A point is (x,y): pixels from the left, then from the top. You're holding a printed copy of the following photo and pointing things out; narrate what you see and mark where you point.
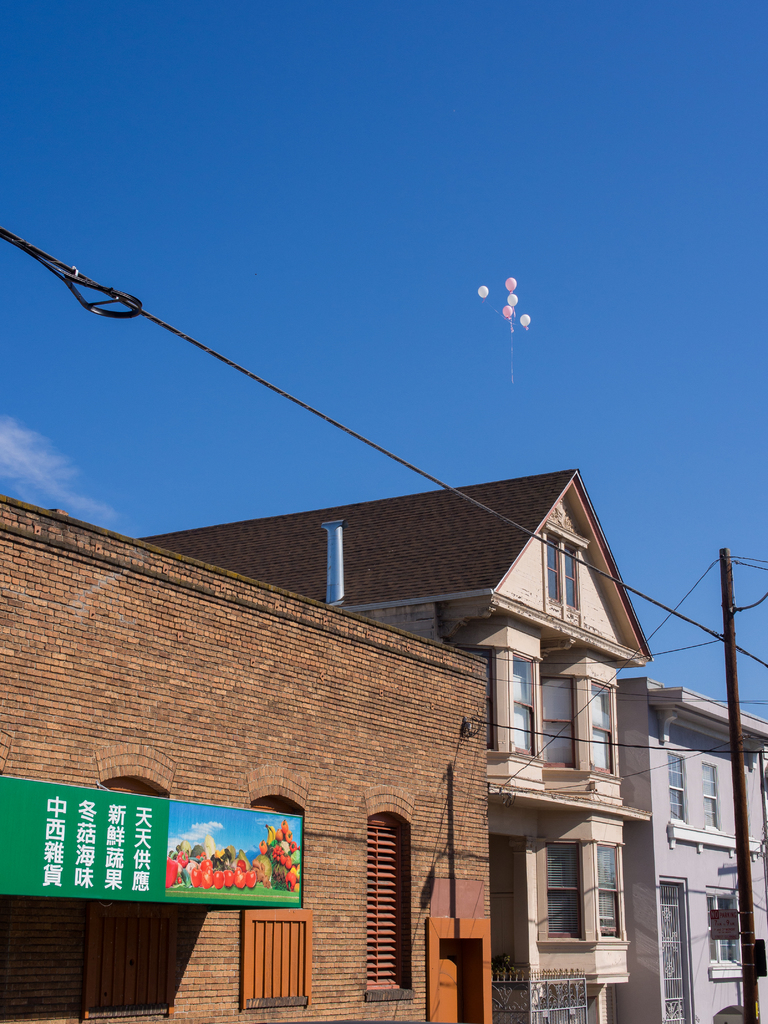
There are buildings (480,778) at the bottom of this image (449,750). We can see balloons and a pole (729,586) on the right side of this image (731,689). The blue sky (315,420) is at the top of this image (227,283).
